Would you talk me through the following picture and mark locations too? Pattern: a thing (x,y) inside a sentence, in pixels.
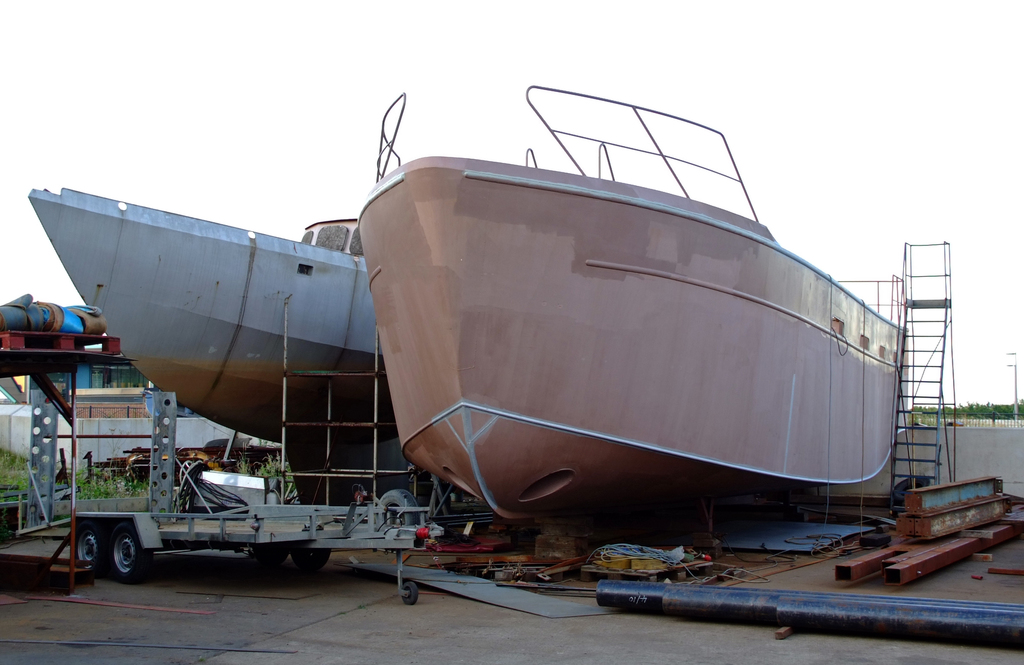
In the image there are ships (496,182) with railings (684,183). On the right side of the image (910,304) there is a ladder (907,455). At the bottom of the image (407,558) on the floor (356,575) there are many iron objects (805,626) like rods (559,587) and some other things (125,540). Behind them there on the ground (117,476) there is grass (86,476) and also there are walls (59,415). At the top of the image (689,98) there is sky (971,388).
